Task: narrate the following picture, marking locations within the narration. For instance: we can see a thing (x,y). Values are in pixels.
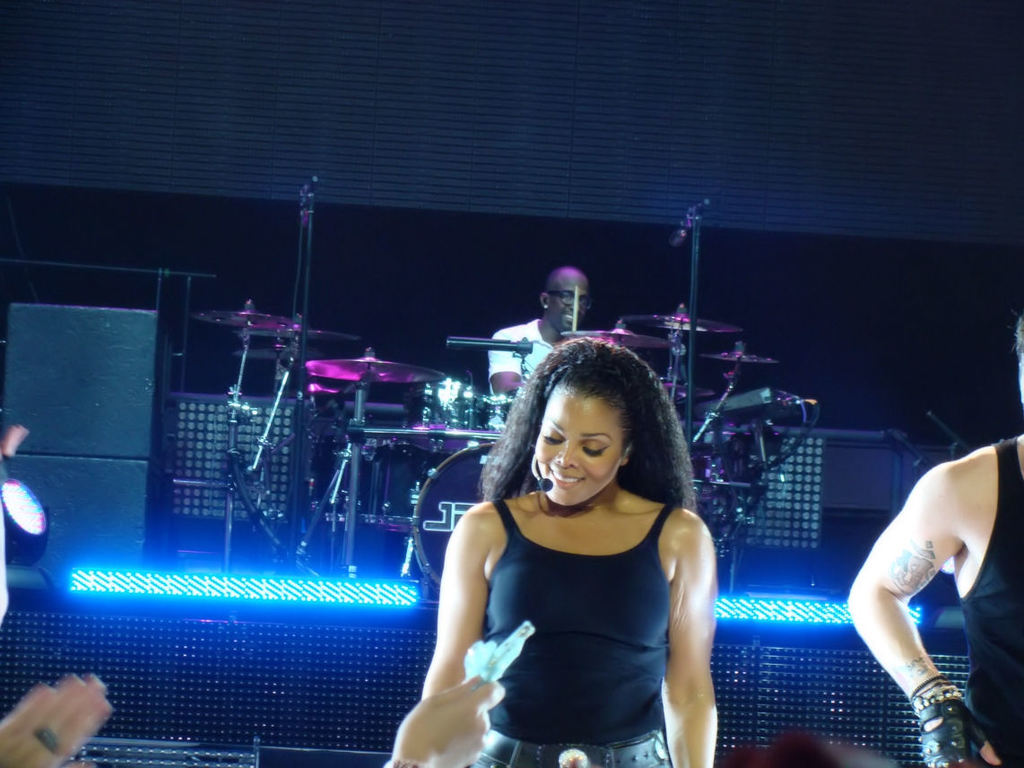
In this picture I can observe a woman (620,575). She is wearing black color dress (572,620). She is smiling. Behind her there is a person (564,328) playing drums (457,392). I can observe blue color lights (370,600) in this picture. On the right side (974,608) there is a person (890,635) standing. In the background (759,136) I can observe a wall (451,145).
